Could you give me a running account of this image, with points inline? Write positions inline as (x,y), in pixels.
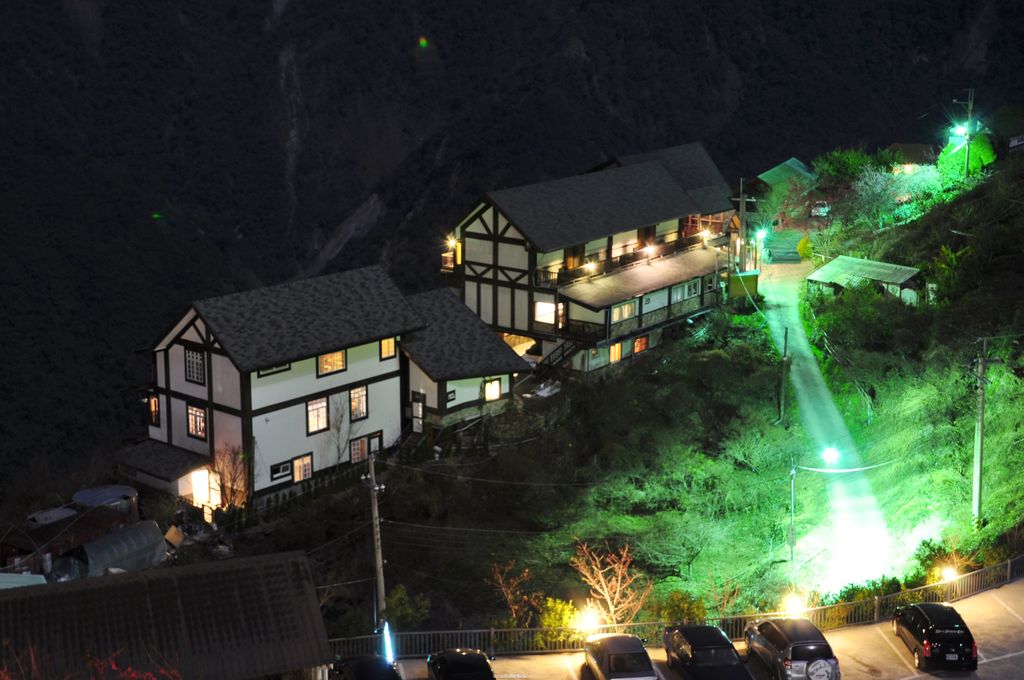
At the bottom of the image (467,665) there are few cars (964,651) on the road (979,629). In front of them there is a fencing (924,598). And at the left corner of the image (306,579) there is a roof (144,655). Behind the fencing (654,628) there are electrical poles (375,514) with wires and also there are many trees (649,485). And there are many houses (507,279) with roofs (339,326), walls (331,389) and windows (332,373). And on the houses (659,237) there are lights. At the top of the image (414,97) there is a black background (888,99).
